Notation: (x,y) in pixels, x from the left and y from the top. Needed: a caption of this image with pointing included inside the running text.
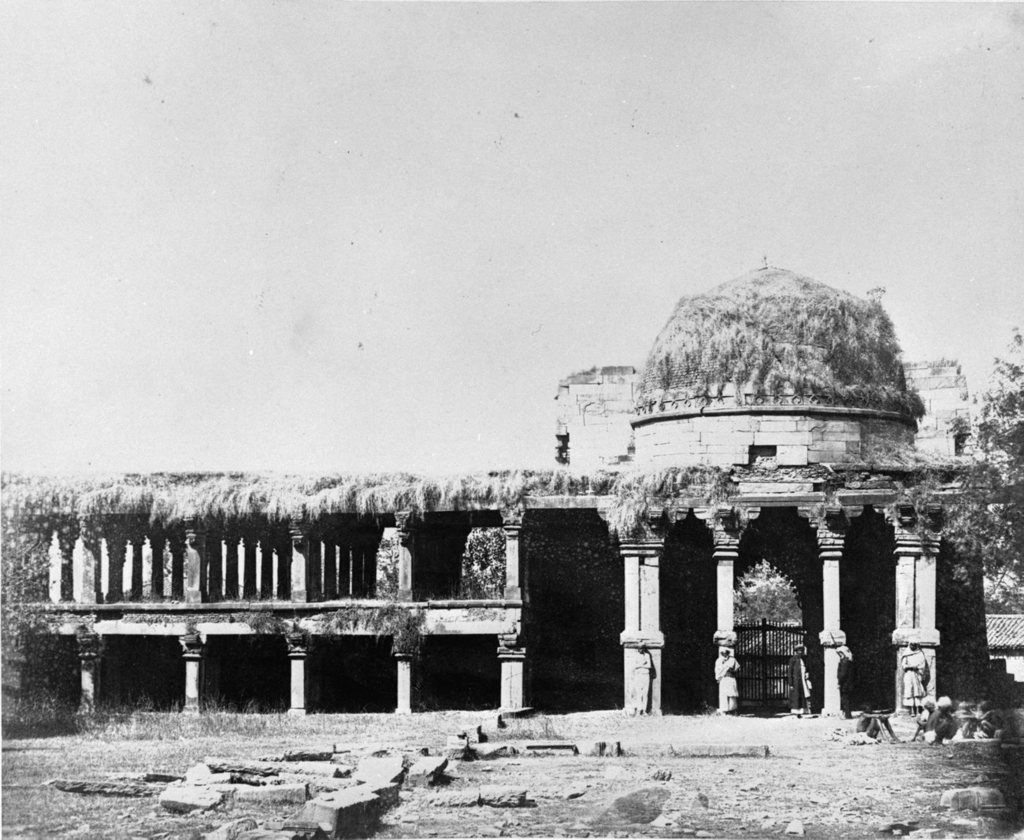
In this image, in the middle (509,553) there is a building (625,572). At the bottom (555,786) there are stones (387,760), grass (394,740), plants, some people (806,711), land (833,762). In the background (917,526) there are trees (1013,484), sky (980,373), pillars (827,652), gate (783,654), buildings (998,629).
